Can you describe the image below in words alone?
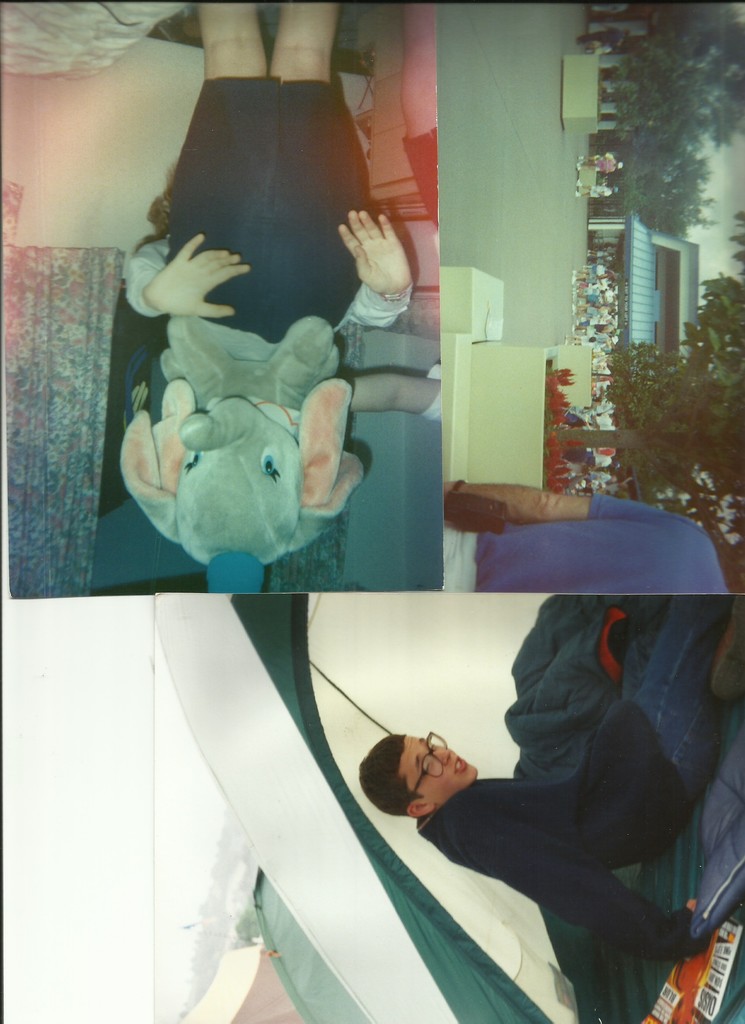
This image is consists of a collage of photos.
